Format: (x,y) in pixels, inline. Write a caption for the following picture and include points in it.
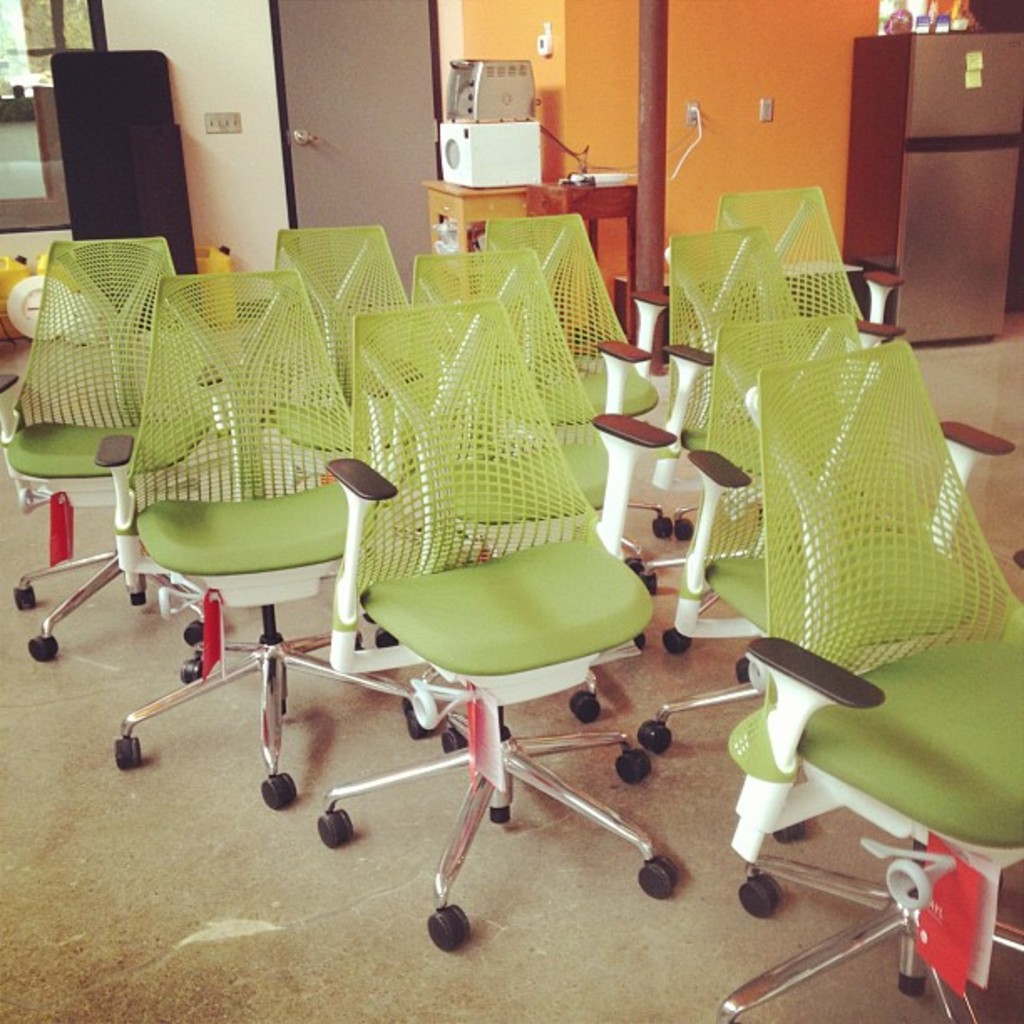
In this image we can see chairs (450,310) on the floor (430,872). In the background (433,0) we can see door (366,100), refrigerator (890,67), switch board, table (457,195), bread maker (464,91) and wall (196,27).
